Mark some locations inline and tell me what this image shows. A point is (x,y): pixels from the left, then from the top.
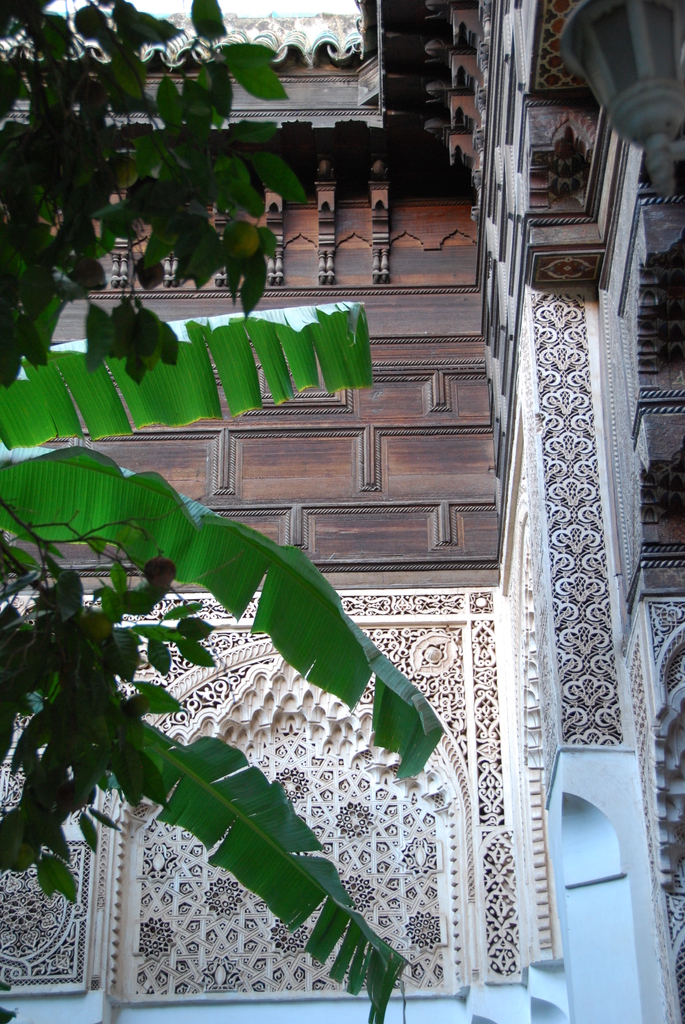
This picture is clicked outside. On the left (110,218) we can see the green leaves (104,817). In the background (448,483) we can see the building (446,530) and some art (438,830) on the wall (536,715) and we can see some other items (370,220).
